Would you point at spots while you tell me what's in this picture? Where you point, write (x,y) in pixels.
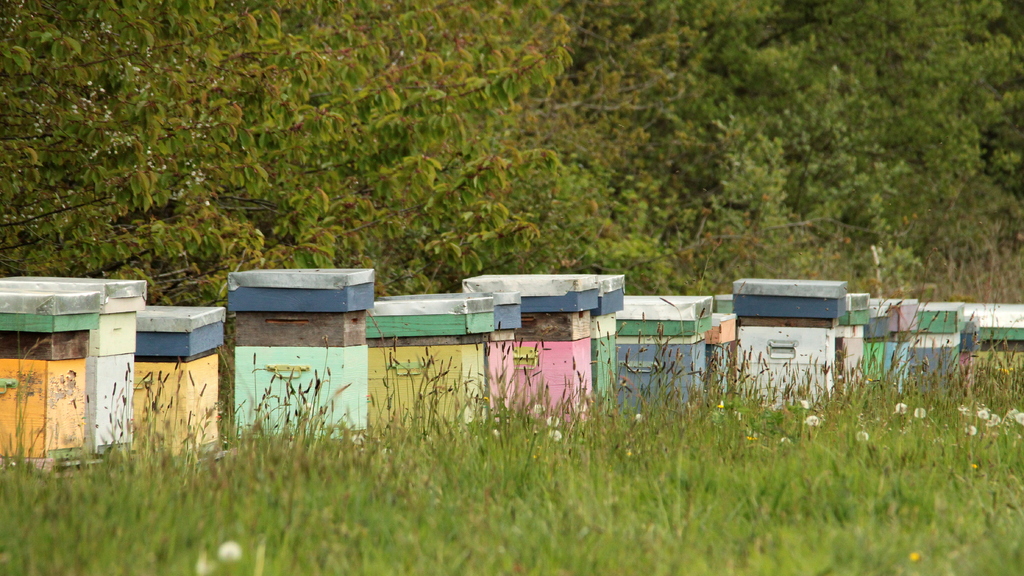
In this image in the front (618,487) there's grass (681,488) on the ground (573,484). In the center (603,305) there are colourful objects (728,328). In the background (418,114) there are trees (814,142).
